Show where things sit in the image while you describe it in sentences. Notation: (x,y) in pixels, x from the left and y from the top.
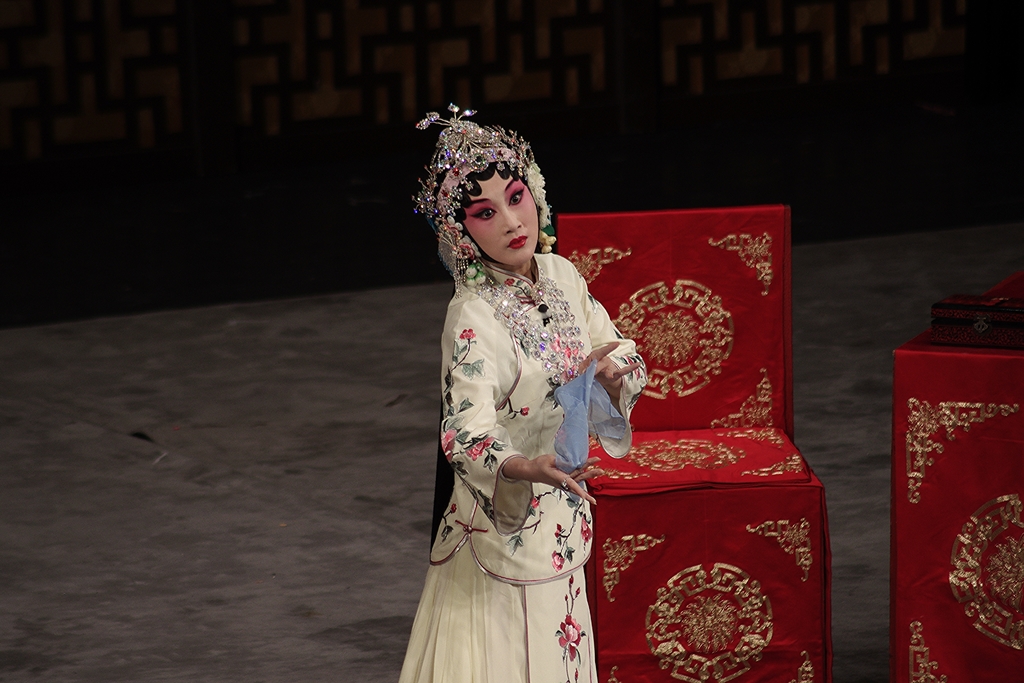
In this image I see a woman (557,340) who is wearing white dress (525,486) and I see few ornaments (464,154) on her and I see the red color things (710,326) over here and I see the floor (321,380) and I see that it is a bit dark in the background (805,98).
